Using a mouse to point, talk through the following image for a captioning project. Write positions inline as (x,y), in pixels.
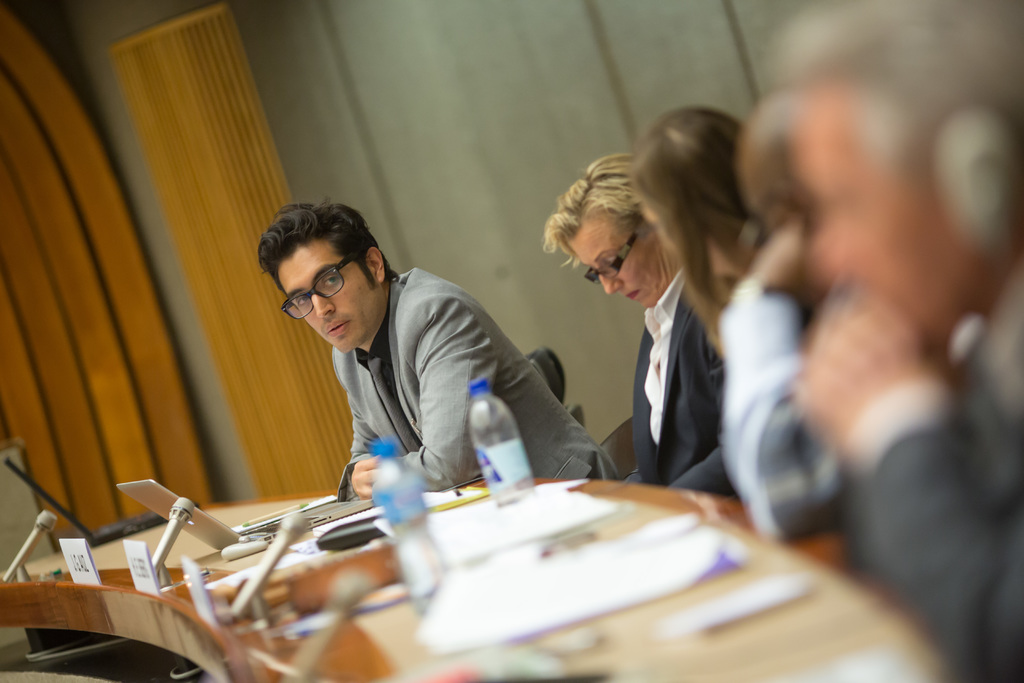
In the picture we can see some people (707,303) are sitting on the chairs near to the desk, on the desk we can see water bottles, papers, laptops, microphones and mobile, in the background (304,169) we can see a wall (264,428) with wooden.
